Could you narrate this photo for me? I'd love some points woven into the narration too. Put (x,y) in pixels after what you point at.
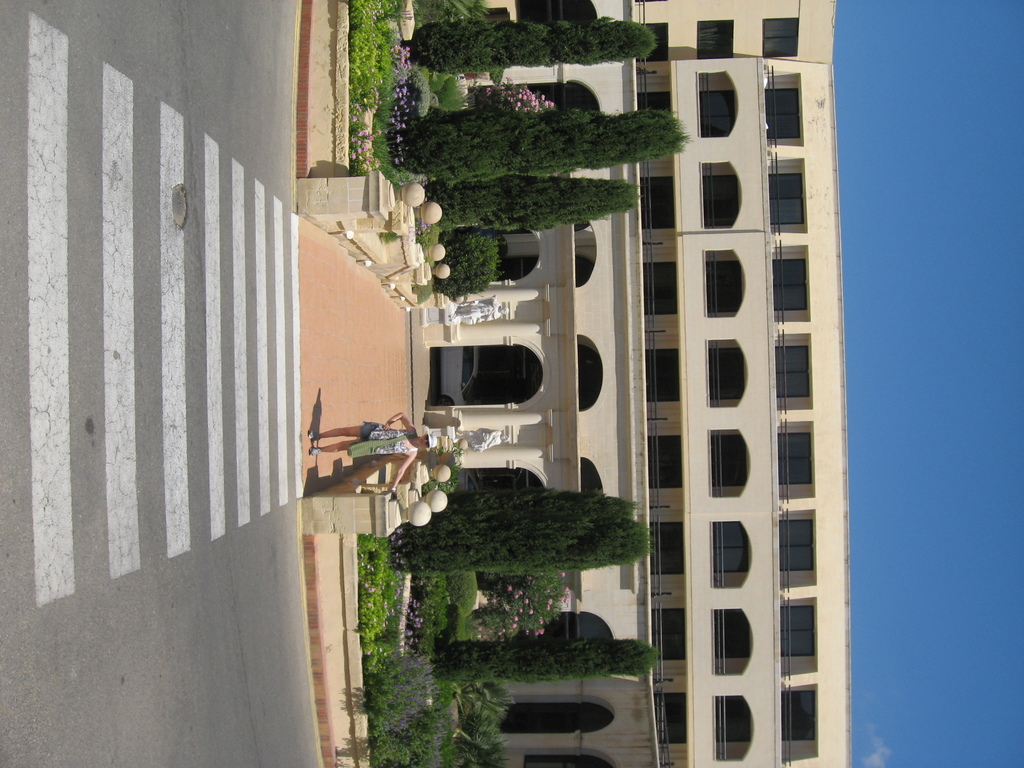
This picture is in right direction. In this image there is a woman (374,424) standing. At the back (457,418) there are trees (623,39) and there is a building (514,398) and there are sculptures (463,312) on the wall (342,532). At the top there is sky (891,262). At the bottom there are plants (388,66) and there is a road (151,328).
